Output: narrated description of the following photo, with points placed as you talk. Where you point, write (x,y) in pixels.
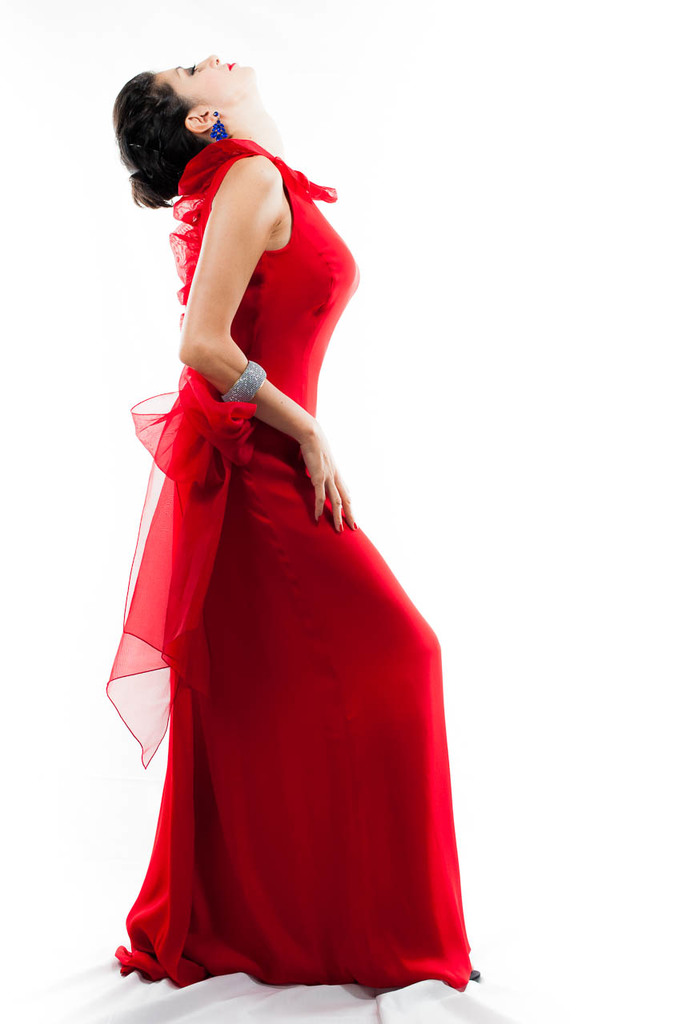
In this image there is a lady (290,314) wearing red color dress (265,582), in the background (250,9) it is white.
